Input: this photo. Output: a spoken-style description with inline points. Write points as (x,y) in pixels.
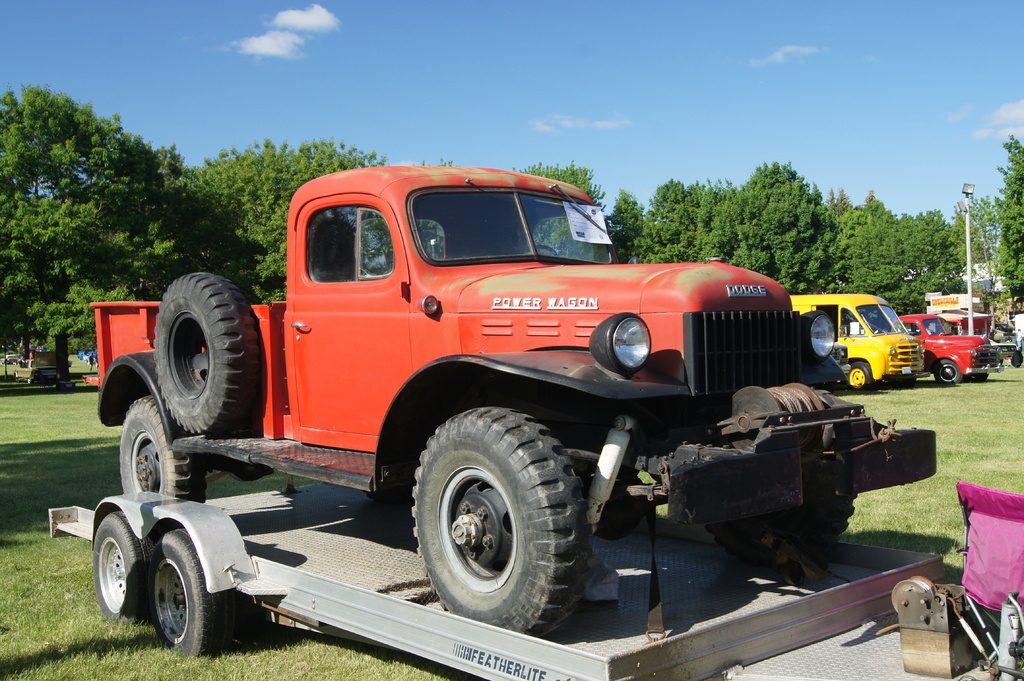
In the center of the image (437,353) we can see one red vehicle (427,366) on the other vehicle (658,673) and we can see tools (898,616) and a few other objects (955,608). In the background (462,74), we can see the sky (638,156), clouds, trees (51,346), grass (60,396), vehicles (51,366), one pole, one banner (947,301) etc.
